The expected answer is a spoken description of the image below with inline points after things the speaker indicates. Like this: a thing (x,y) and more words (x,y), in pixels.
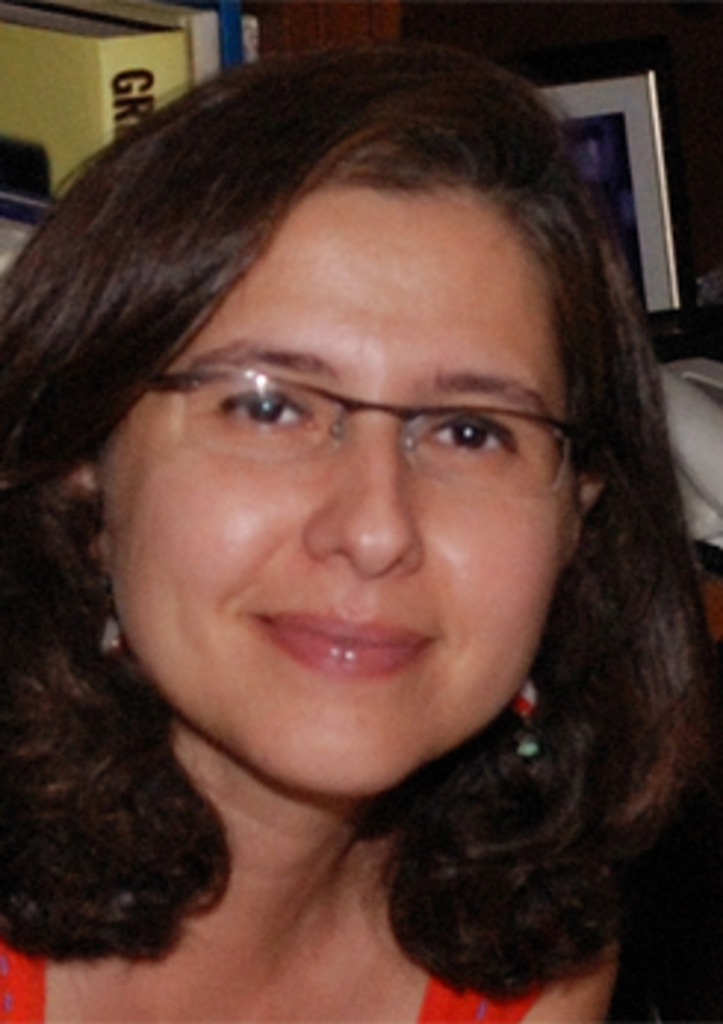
In this image I can see a person (346,951) wearing red color dress (453,997). Background (24,79) I can see a frame (578,67) and a yellow color object (121,59).
